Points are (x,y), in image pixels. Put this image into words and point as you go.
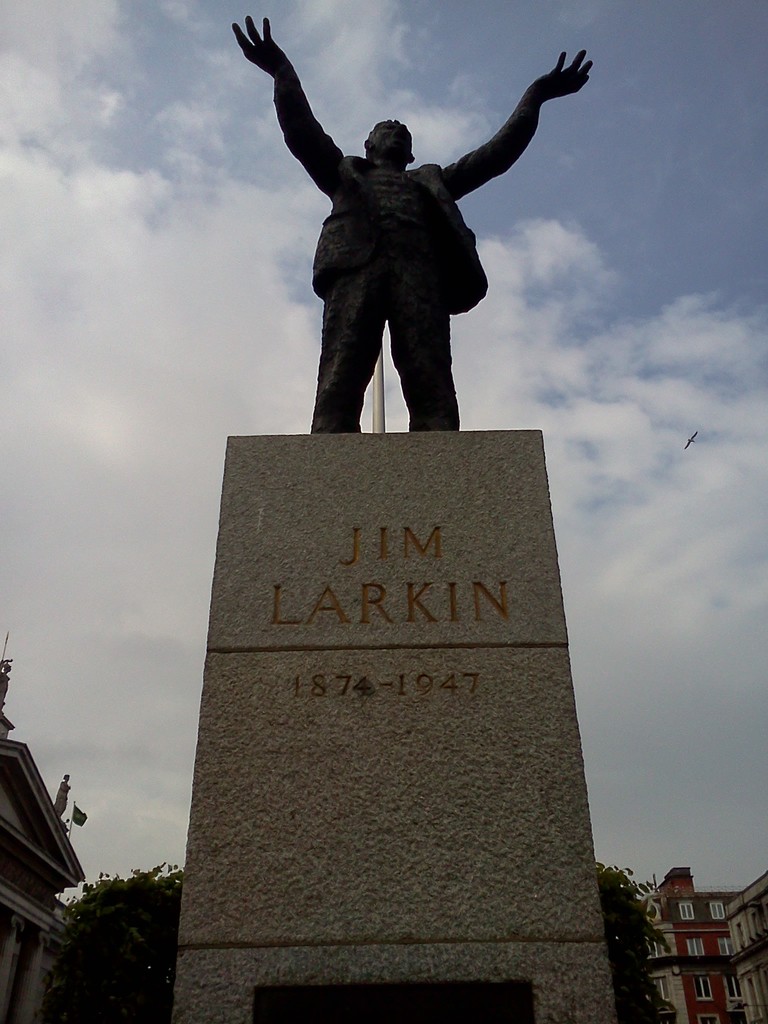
In this image I can see a sculpture of a person (325,397). In the background (48,839) I can see number of buildings (726,977) and number of trees (103,959). I can also see clear view of sky (246,225).
